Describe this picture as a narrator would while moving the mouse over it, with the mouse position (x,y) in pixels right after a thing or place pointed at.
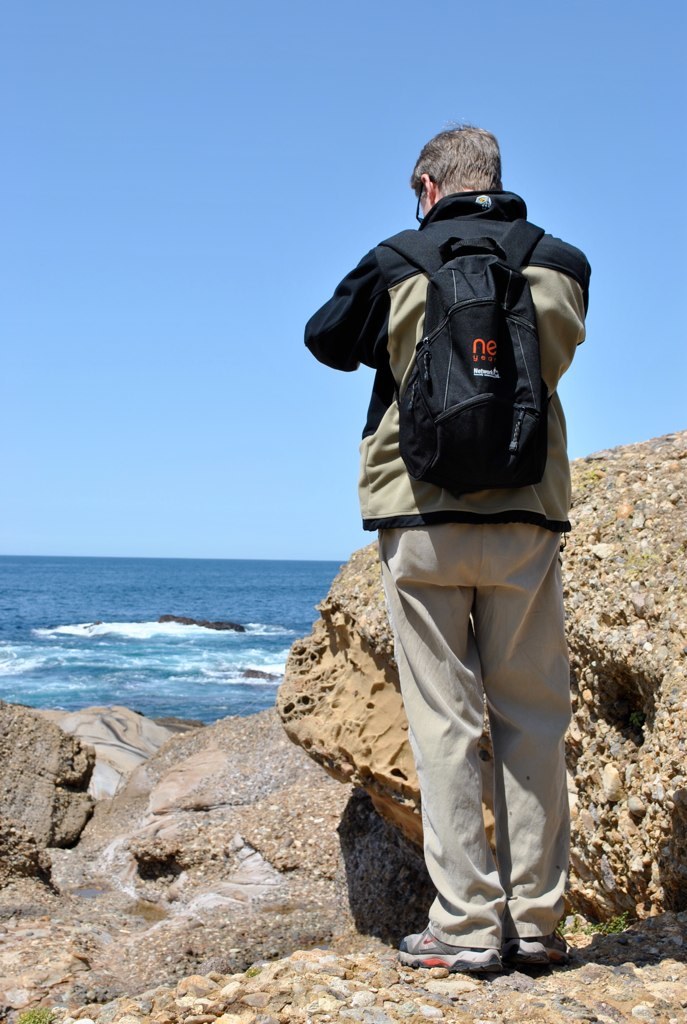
In this picture a man (367,420) standing on the rocks (386,724) wearing a backpack (455,251), in front of him we can find a ocean (121,580).
